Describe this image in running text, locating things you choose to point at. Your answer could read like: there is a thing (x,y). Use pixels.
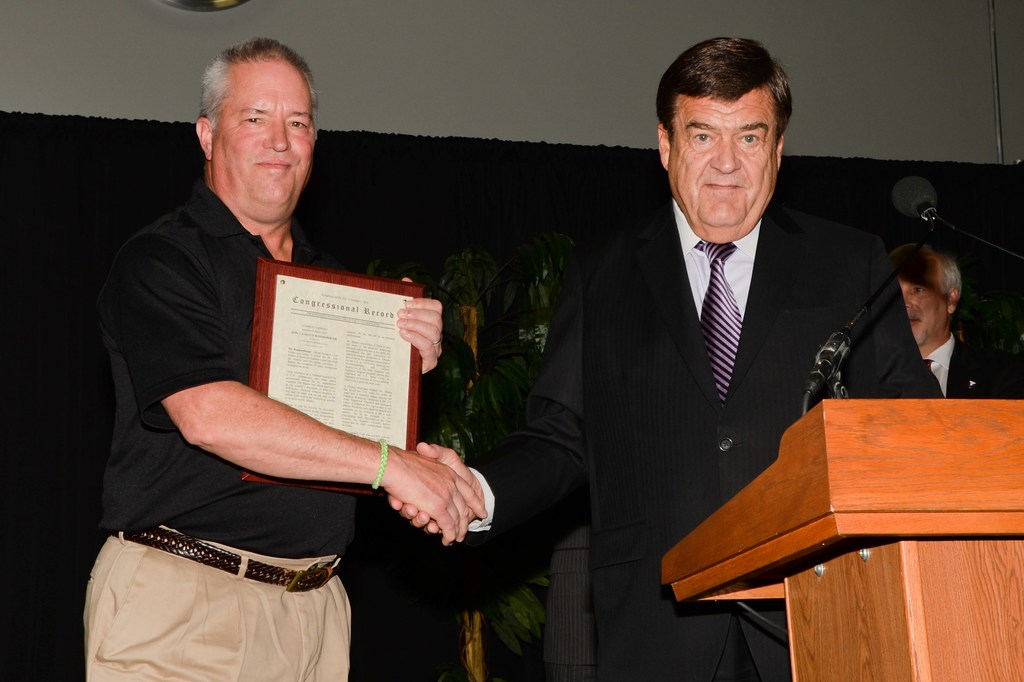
In the image we can see there are people (753,363) standing and wearing clothes (883,330). This person (814,340) is wearing a tie (724,322). This is a podium (917,514), microphones (932,192), plants (519,304) and a frame (300,322).
